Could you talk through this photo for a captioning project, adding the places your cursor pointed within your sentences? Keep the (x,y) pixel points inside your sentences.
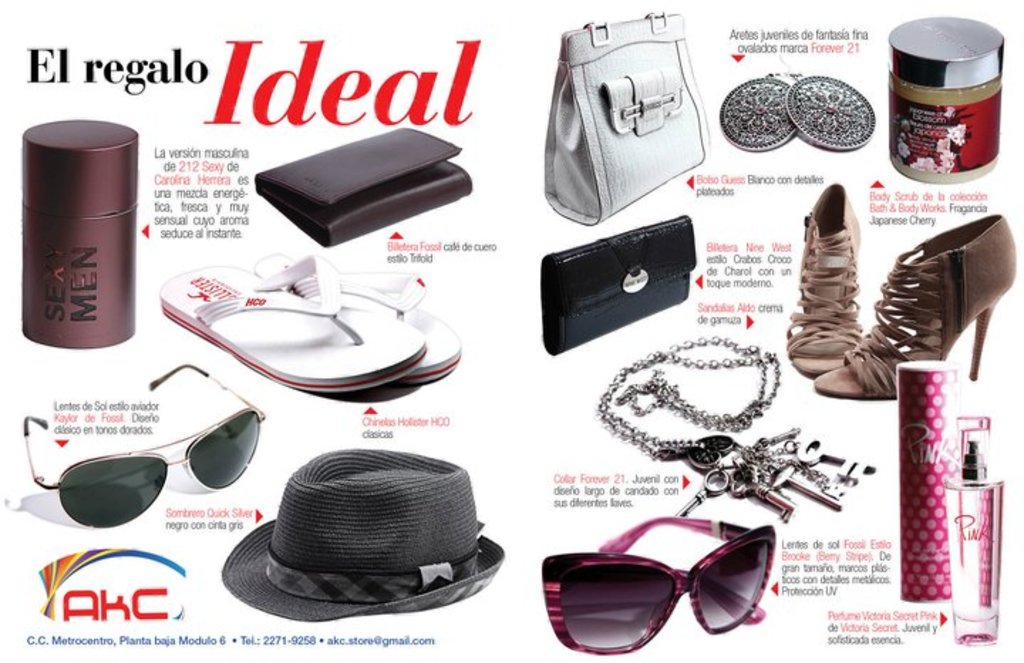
This is a poster. In this poster something is written. Also there are perfume bottles (116,207), purse (335,216), footwear (326,297), goggles (207,457), sandals (842,317), chain (708,426) with keys (763,455) and many other items (837,131).
